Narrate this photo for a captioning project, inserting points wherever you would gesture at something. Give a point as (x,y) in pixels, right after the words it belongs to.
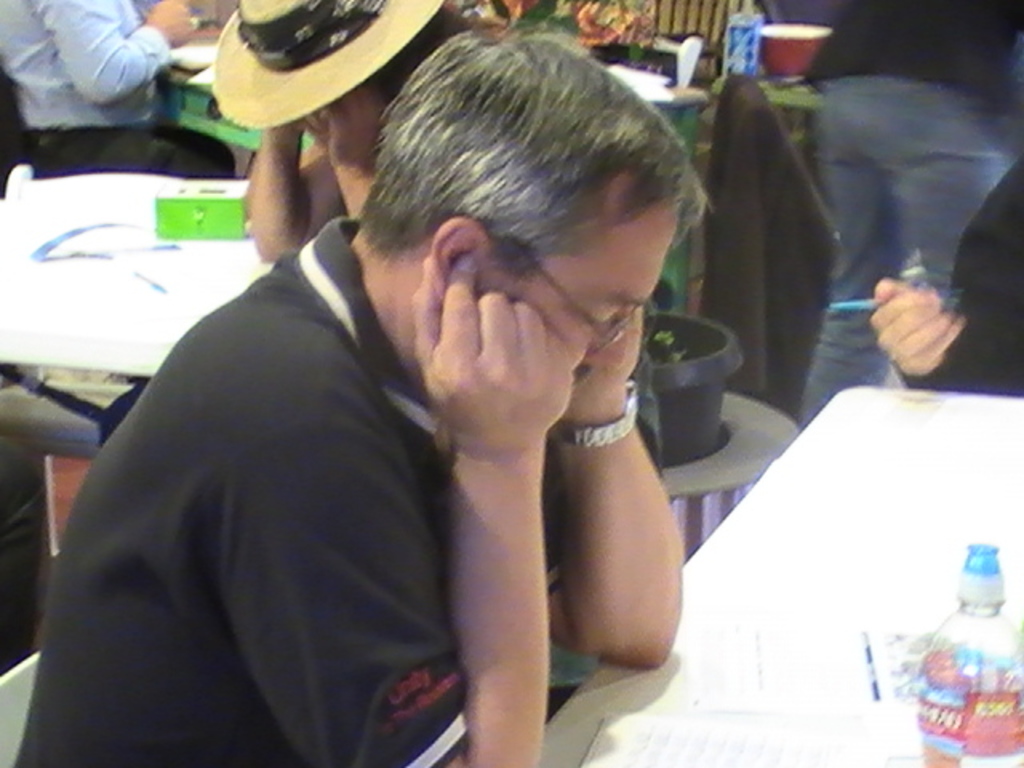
There is a person (318,386) sitting and wearing specs (614,304) and watch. In front of him there is a table (772,481). On the table (835,572) there is a bottle (946,683) and some papers (821,674). In the back (840,130) there are many people (869,199). Also there is a pot (703,390) with a plant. And a person (326,124) wearing hat (274,70). Also there are tables (138,185) in the back (99,230).
